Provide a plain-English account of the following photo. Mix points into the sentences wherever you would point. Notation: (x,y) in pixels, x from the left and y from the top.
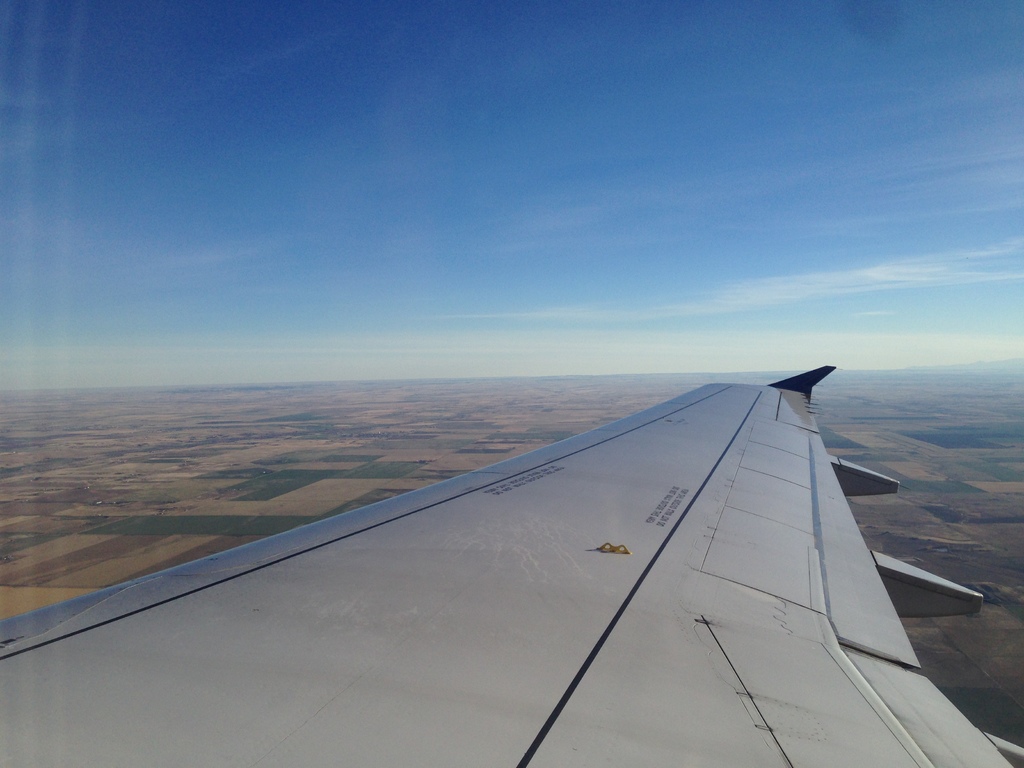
In this picture there is an airplane (702,502). At the top (375,189) there is sky (490,179) and there are clouds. At the bottom (234,538) there is grass (249,486) and there are fields (319,433).
